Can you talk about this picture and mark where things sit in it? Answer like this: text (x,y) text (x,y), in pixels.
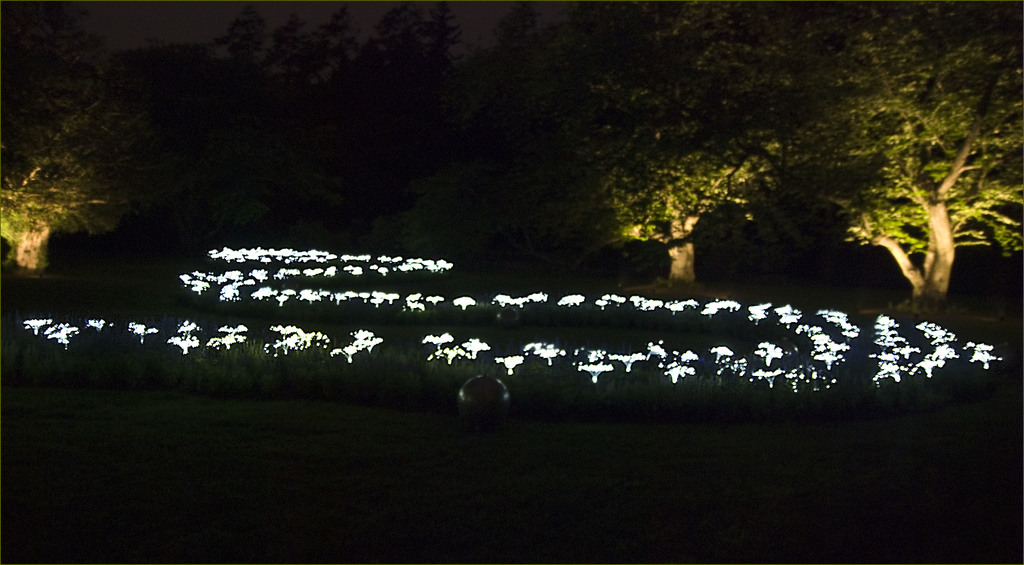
In this image I can see few trees (593,127) and I can see lights (28,325) as decoration (539,352). I can also see this image is little bit in dark.
